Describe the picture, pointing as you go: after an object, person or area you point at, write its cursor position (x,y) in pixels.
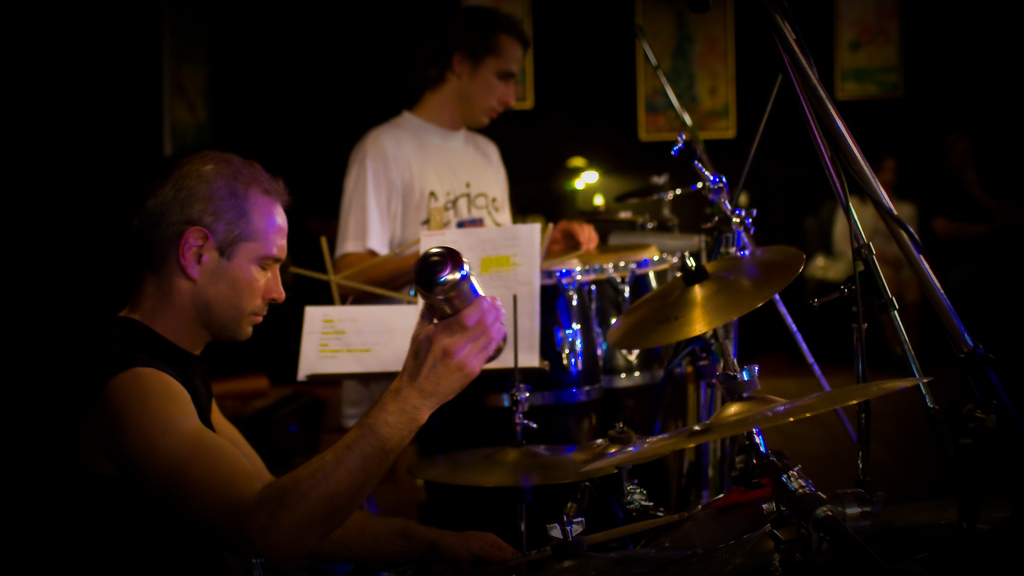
In the picture we can see two men (167,479), one man (236,488) is sitting near the orchestra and holding a tin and one man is standing and checking something and behind them we can see a wall (980,82) with photo frames (899,28) to it.
